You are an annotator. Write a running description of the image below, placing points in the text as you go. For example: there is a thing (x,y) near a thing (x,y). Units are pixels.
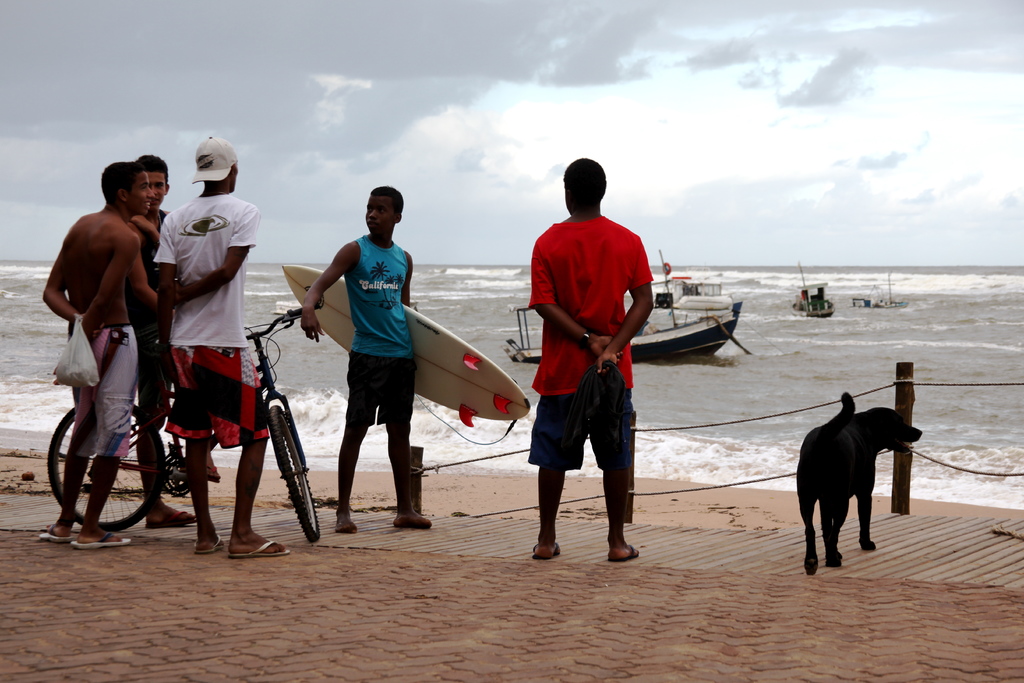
In this image there is the sky (615,106), there is sea (457,317), there are boats (734,315) on the sea (758,311), there are persons (230,293) standing, there are persons (104,336) holding an object (67,374), there is a bicycle (119,464), there is a bicycle (275,446), there is a person (401,368) holding a surfing board (434,370), there is sand (447,471), there is a rope (745,420), there is a dog (829,474), there is a pole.
